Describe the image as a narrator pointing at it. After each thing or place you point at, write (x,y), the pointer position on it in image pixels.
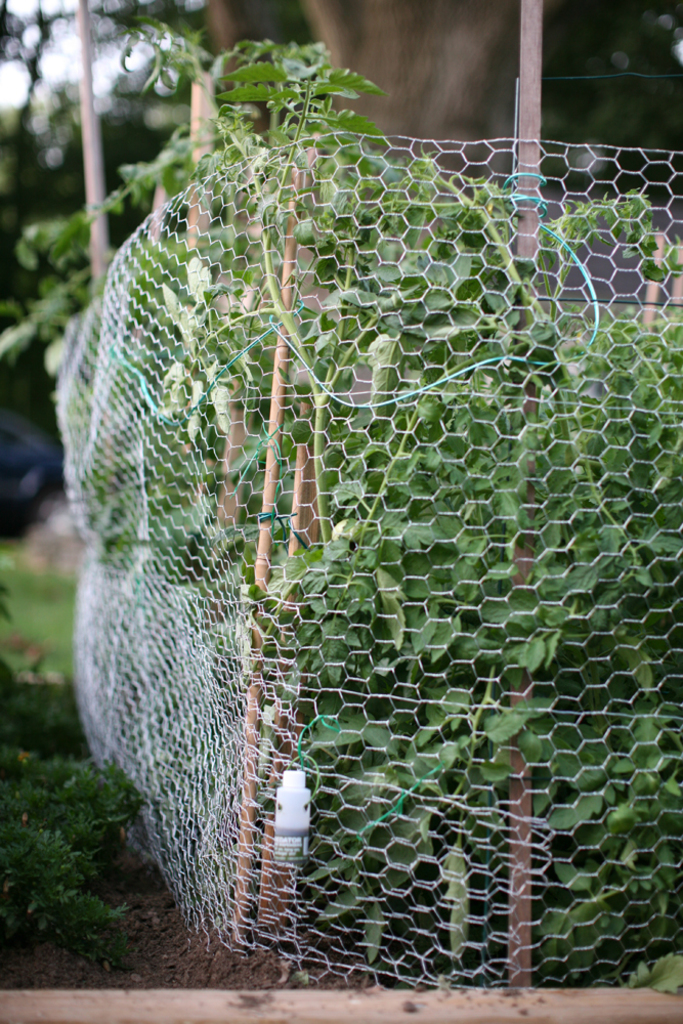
In this image I can see a railing (232,330), background (60,72) I can see trees (30,278) in green color and the sky (53,80) is in white color.
